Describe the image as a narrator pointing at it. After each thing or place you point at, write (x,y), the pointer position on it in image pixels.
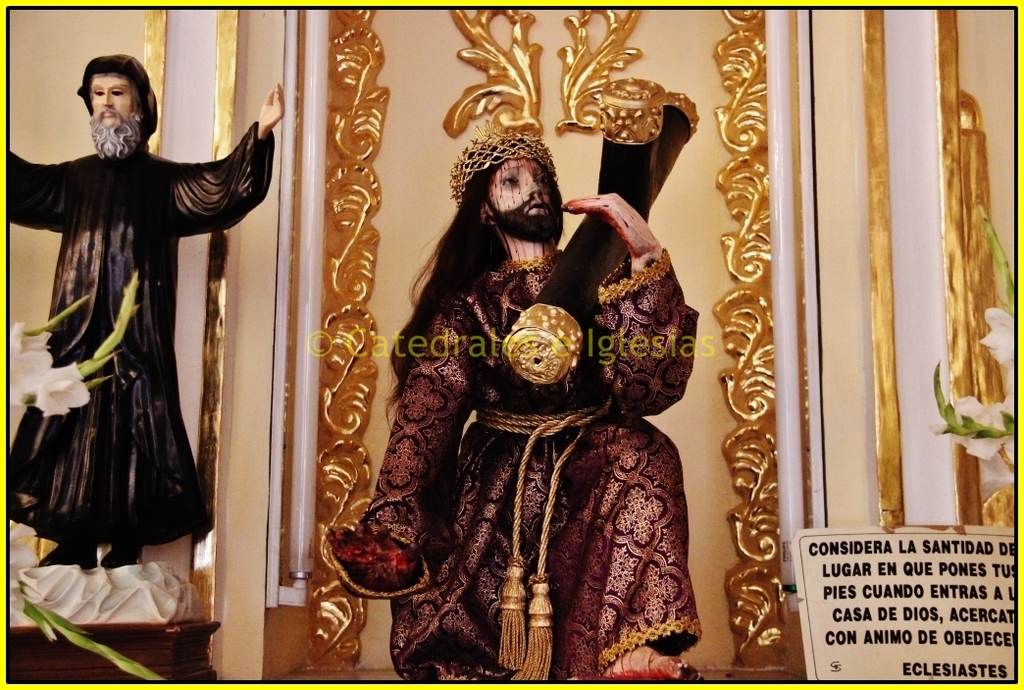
In this image we can see the statues (392,447), a board (1002,669) with some text (913,596) on it, the plants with some flowers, the poles (212,479) and a wall (676,69).
